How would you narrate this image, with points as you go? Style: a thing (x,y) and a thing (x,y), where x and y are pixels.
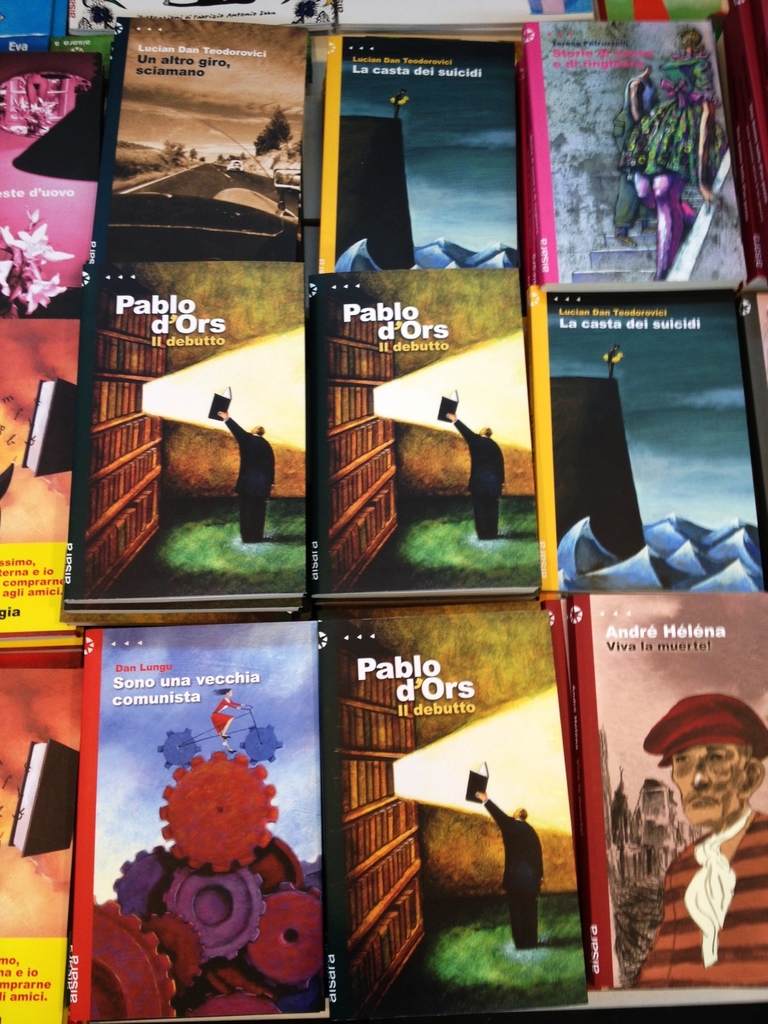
In this image there are many books (289,877) on the table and there are a few images (145,88) and there is a text (157,671) on the books (180,651).
